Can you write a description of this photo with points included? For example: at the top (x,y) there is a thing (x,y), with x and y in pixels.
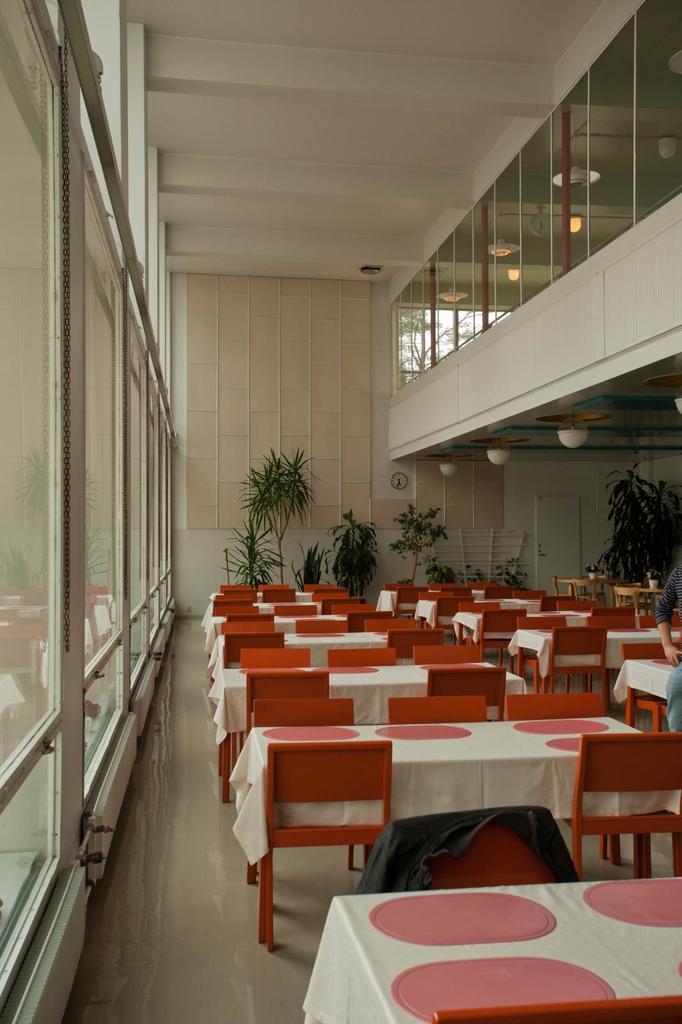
This picture is clicked inside the room (24,23) and we can see the tables (425,799), chairs (461,692). On the right corner (670,598) we can see a person (664,641) and we can see the house plants (405,520), wall (362,314), roof (304,132), lights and some other objects (62,699).
